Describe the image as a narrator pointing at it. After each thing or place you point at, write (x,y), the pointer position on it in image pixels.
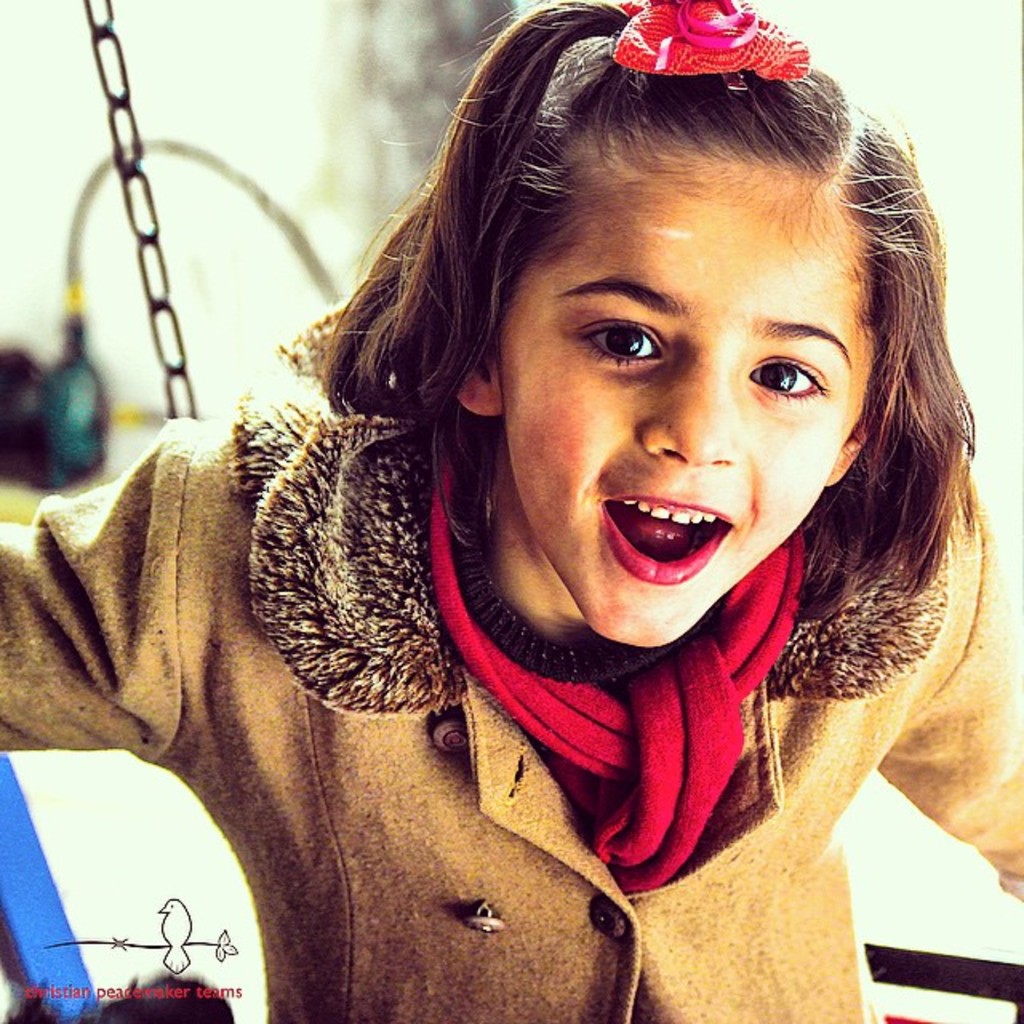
In this picture there is a small girl (591,814) wearing brown color coat (562,887), smiling and giving a pose. Behind there is a chain (92,28) and blur background (347,97).
